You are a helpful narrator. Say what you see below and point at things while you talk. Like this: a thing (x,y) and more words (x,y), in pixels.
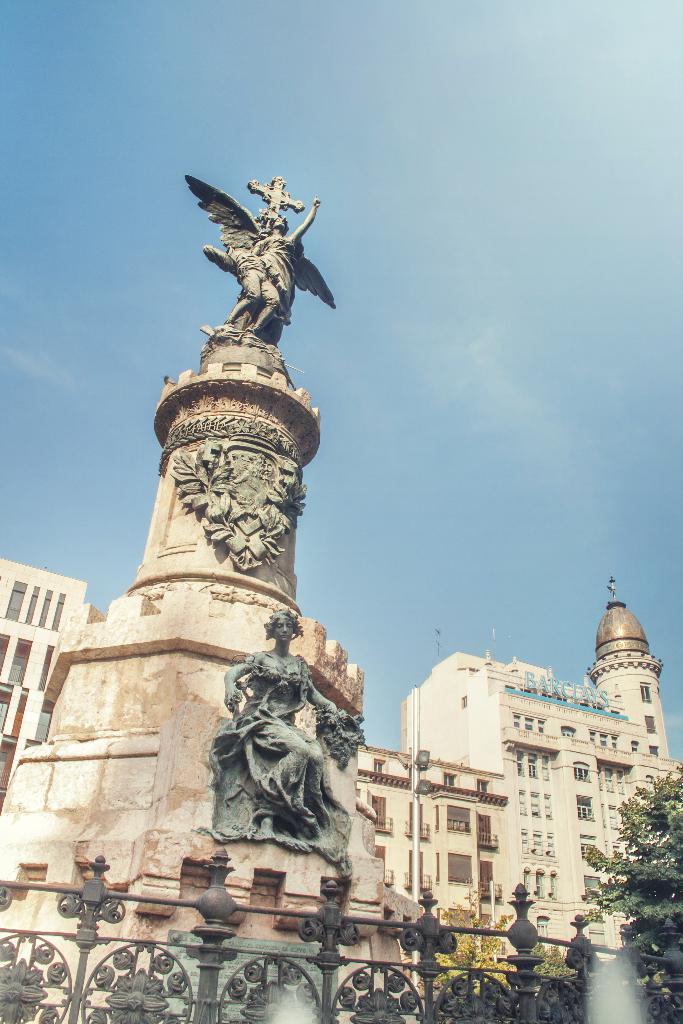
This image consists of statues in the middle (250,521). There are buildings (436,697) in the middle (441,681). There is a tree (624,812) in the bottom right corner (630,818). There is sky (51,143) at the top (176,219).
